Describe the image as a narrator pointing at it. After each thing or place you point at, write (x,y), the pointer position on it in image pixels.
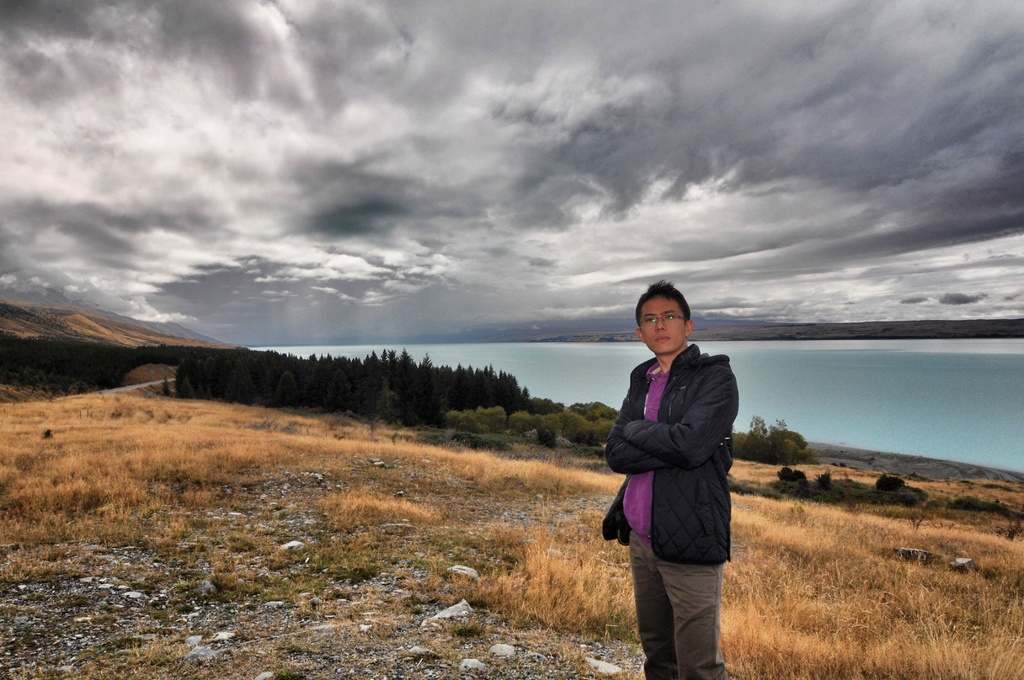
Here in this picture we can see a person (638,458) standing on the ground (618,645), which is fully covered with grass (549,548) over there and we can see a jacket (614,430) on him and in the far we can see trees (366,397) and plants (595,431) present all over there and we can also see water (588,363) present on the right side (959,374) all over there and we can see clouds (446,306) in the sky (503,177).
